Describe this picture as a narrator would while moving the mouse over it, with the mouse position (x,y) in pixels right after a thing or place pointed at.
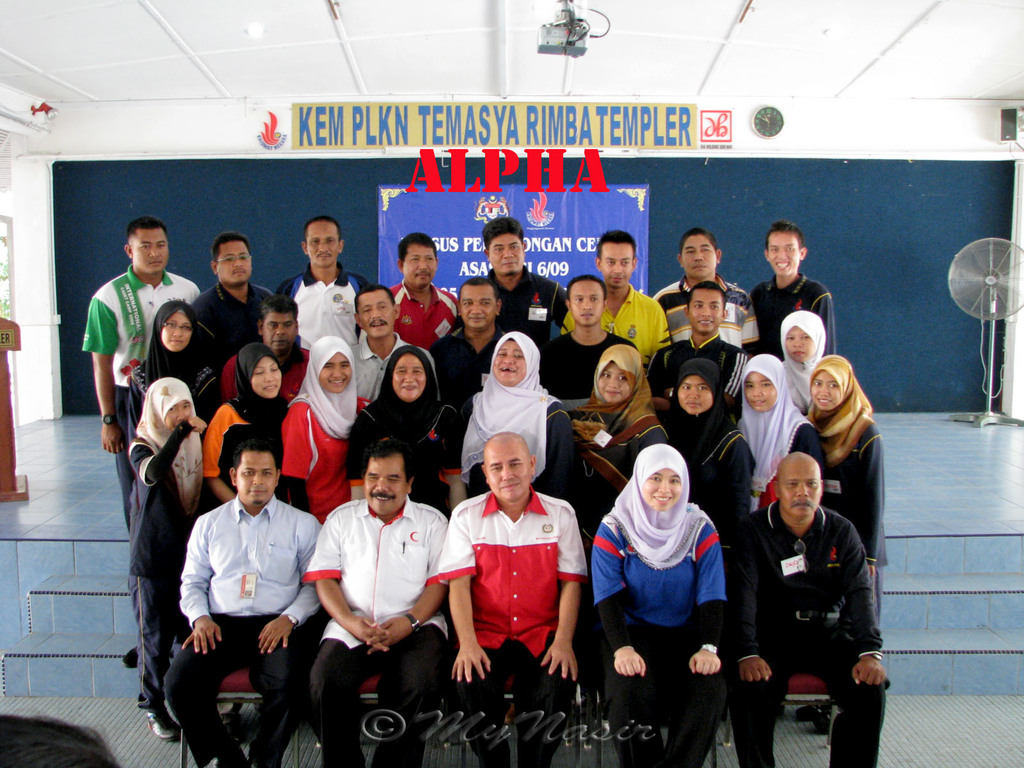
Here I can see a crowd of people (333,624) smiling and giving pose for the picture. At the back of these people (872,497) there is a stage (902,502). In the background (383,204) a board (572,216) is attached to the wall (246,176) and I can see some text (556,244) on that. On the right side (992,350) a table fan (983,316) is placed on the floor (978,429) and on the left side (10,345) there is a podium (11,405). At the top of the image (554,34) I can see a projector (565,41).
